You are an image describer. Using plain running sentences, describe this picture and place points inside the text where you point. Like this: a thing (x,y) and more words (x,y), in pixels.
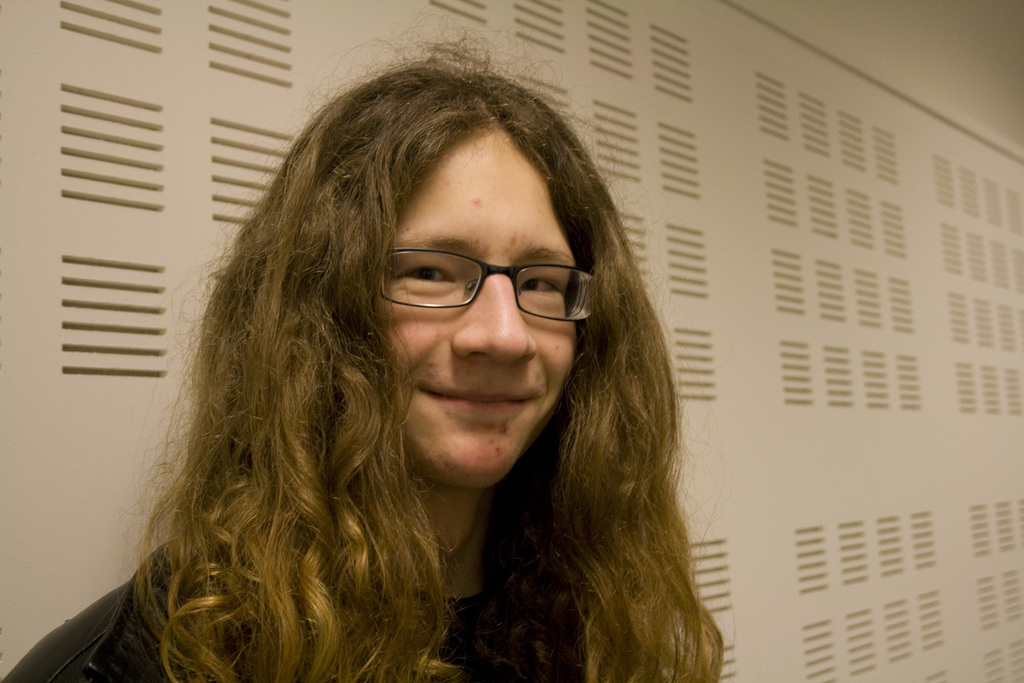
In this image we can see a woman (483,463) and she has spectacles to her eyes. In the background (618,2) we can see a big board (464,14) on the wall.
